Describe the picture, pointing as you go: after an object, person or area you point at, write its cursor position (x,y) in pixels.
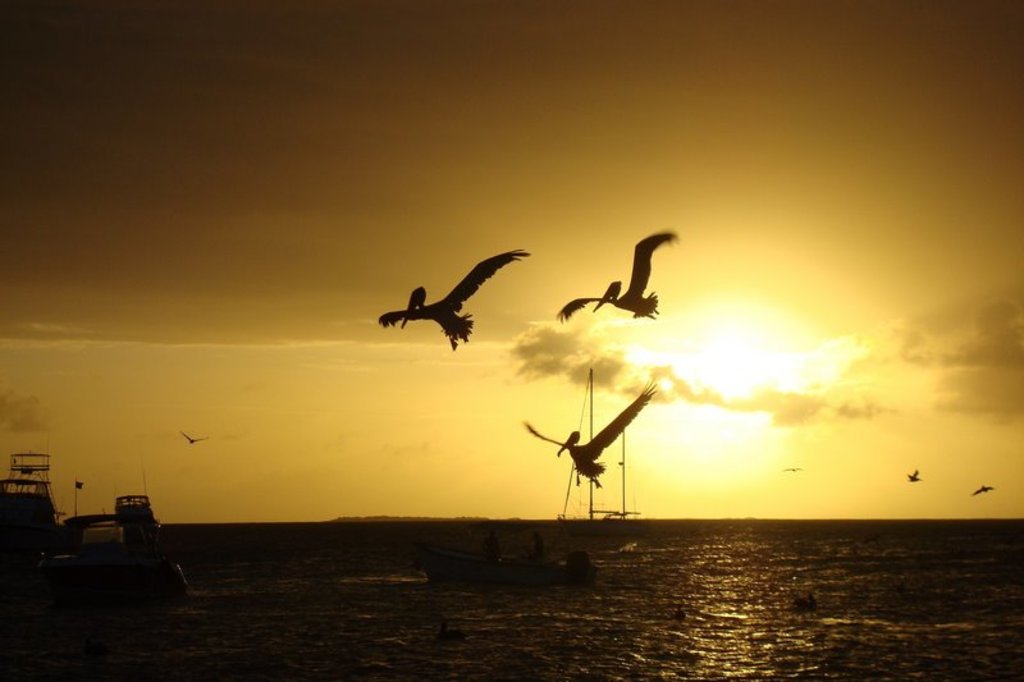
In the picture the birds (593,445) are flying in the sky (432,488) above the sea (954,526) and there is a boat (102,528) and a big ship (136,521) sailing on the sea (729,585), in the background (568,236) there is a sky (363,196).
